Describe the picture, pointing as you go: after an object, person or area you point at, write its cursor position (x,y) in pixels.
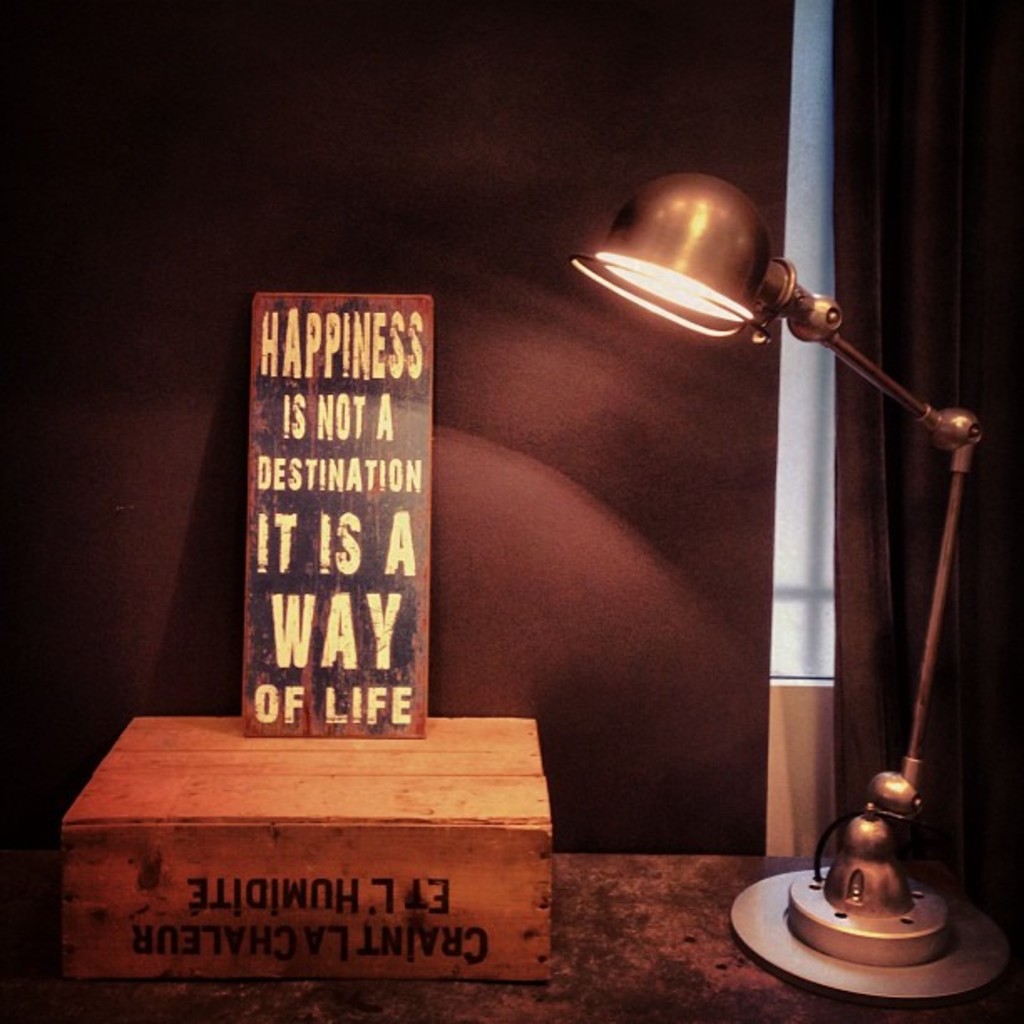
In this image there is a table (659,880) at the bottom (396,1006), on which there is a lamp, wooden box (154,851), on wooden box (306,873) there is a text (381,898), on top of there is a text (303,455), behind the table (469,1011) there might be the wall (505,232).
